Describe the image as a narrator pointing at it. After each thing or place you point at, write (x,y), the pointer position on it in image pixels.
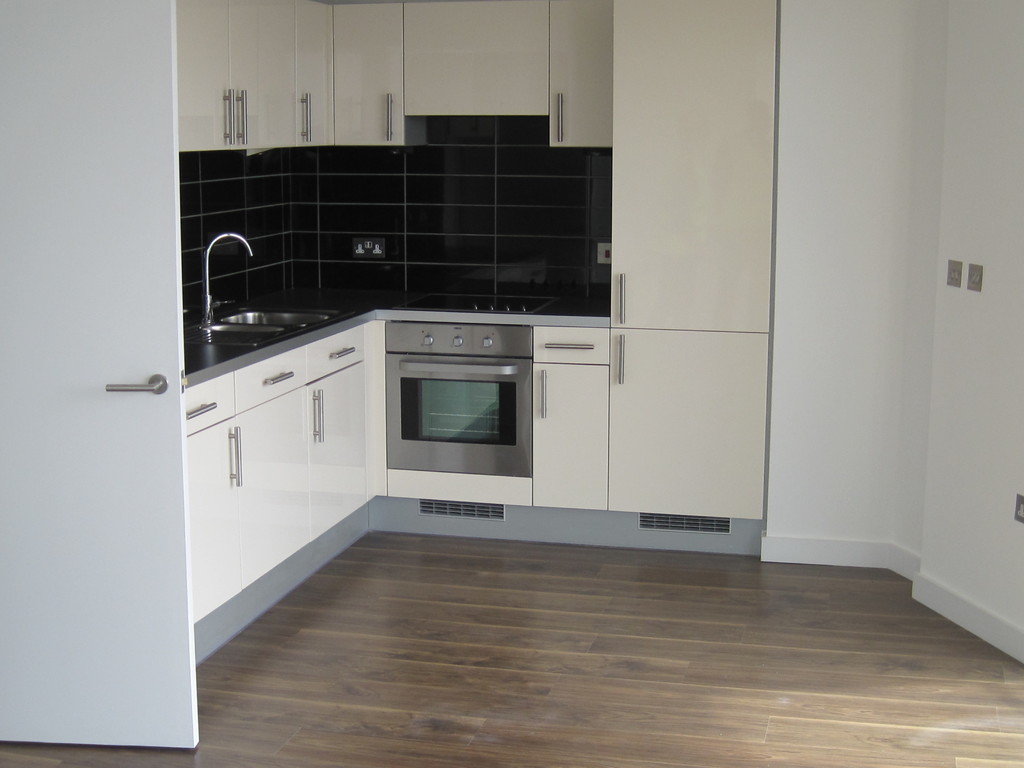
There is a white door (125,381) in the left corner (139,511) and there is a wash basin (232,337) beside it and there are few cupboards (377,95) above and below it.
